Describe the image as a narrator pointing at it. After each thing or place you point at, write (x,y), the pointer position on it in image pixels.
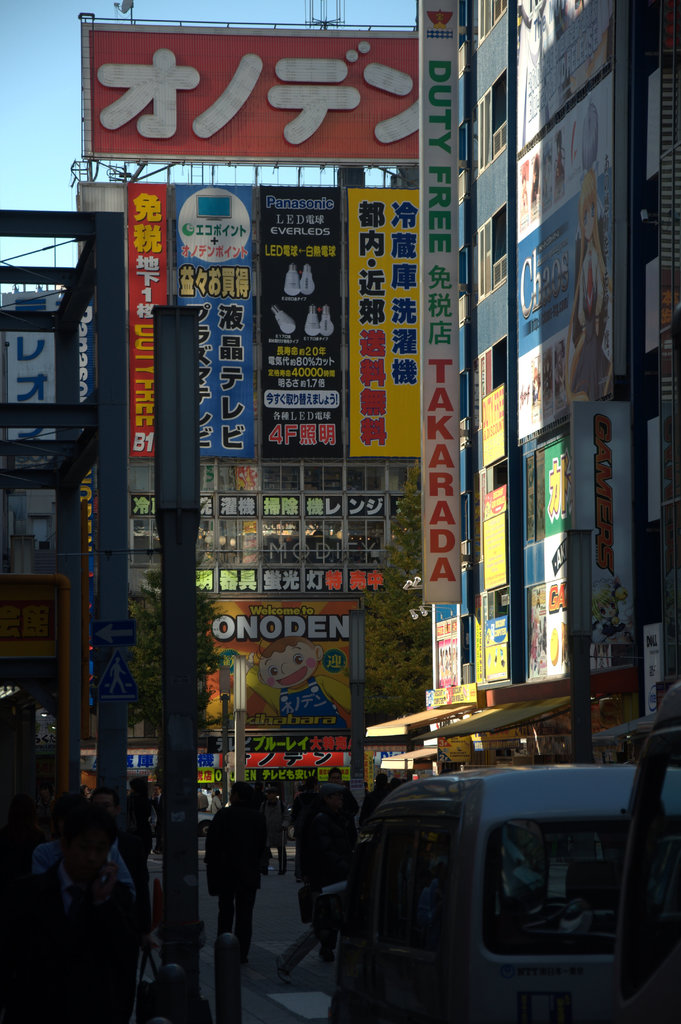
In this image we can see some group of persons (143,839) walking on road (269,892) and there are some vehicles (414,900) moving on road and in the background of the image (659,482) there are some buildings (254,435) to which there are some posters (296,434) attached and top of the image (29,136) there is clear sky (61,95).
